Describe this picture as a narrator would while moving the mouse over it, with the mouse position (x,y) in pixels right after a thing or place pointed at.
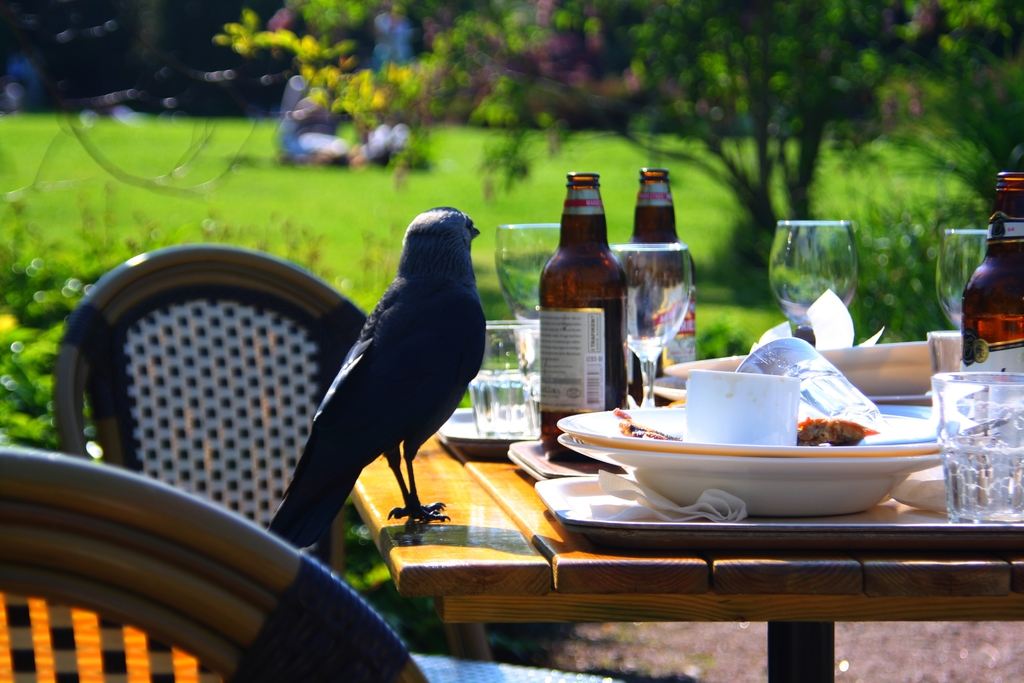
In this picture we can see a table (630,577). On the table (811,600) there are plates (746,465), bottles (658,210) and glasses (991,477). And there is a bird (430,433) on the table (427,587). These are the chairs (192,494). In the background (173,132) we can see some trees (664,107) and this is the grass (193,169).
